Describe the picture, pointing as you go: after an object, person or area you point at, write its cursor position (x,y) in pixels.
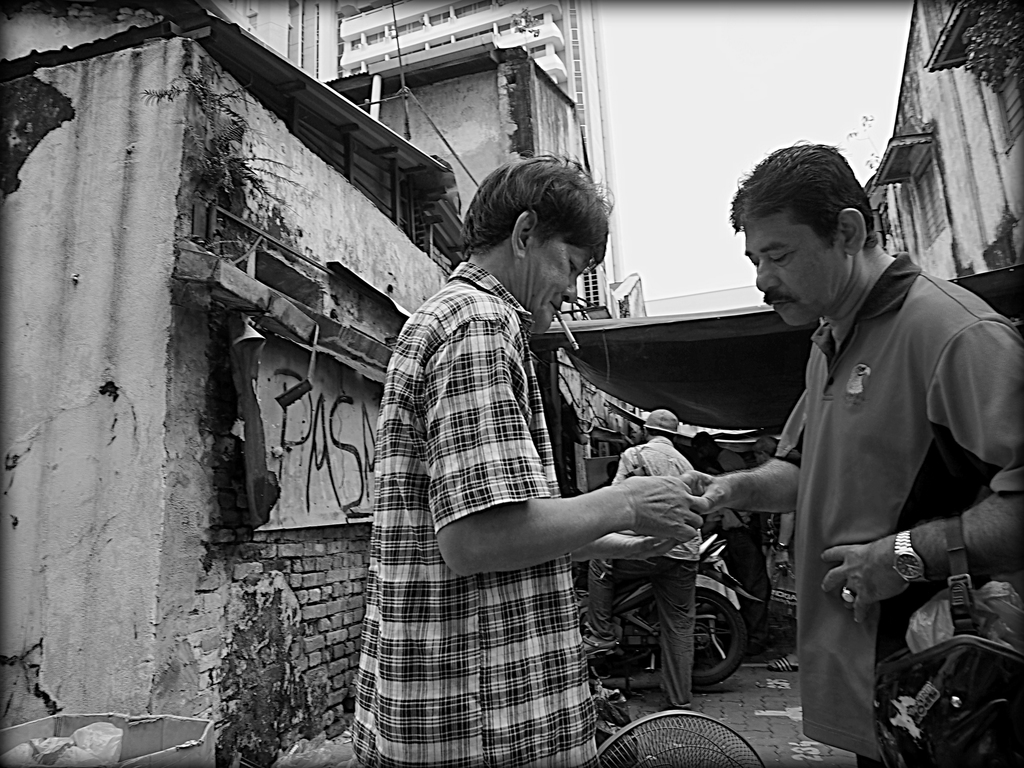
This is a black and white image. On the right side (851,442) there are two men (837,478) holding some object (688,503) in their hands (658,511) and looking at the object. The man (842,460) who is on the right side (804,600) is holding a bag (980,693). At the back of these people (452,517) there are few houses (909,191) and few people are standing on the ground (759,677) and also there is a vehicle (722,593). On the left side (112,761) there is box (175,735) which is placed on the ground (748,702). At the top of the image (702,89) I can see the sky (734,61).
